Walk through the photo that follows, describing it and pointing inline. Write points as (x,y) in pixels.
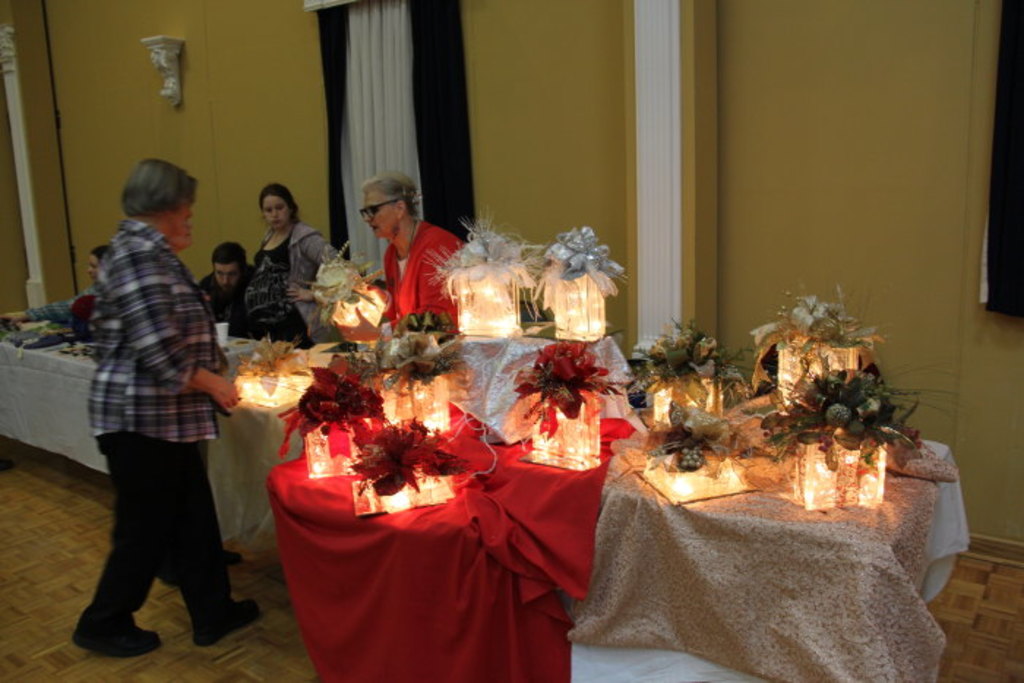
This picture is taken inside a room (956,462). There are few people (120,264) in the room (103,265) and there are tables (45,341) and chairs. There is a cloth (249,438) spread on table (350,542) and boxes (370,484) are kept that are decorated and lighting (549,402). In the background (376,151) there is wall (476,101) and curtain (398,58).
